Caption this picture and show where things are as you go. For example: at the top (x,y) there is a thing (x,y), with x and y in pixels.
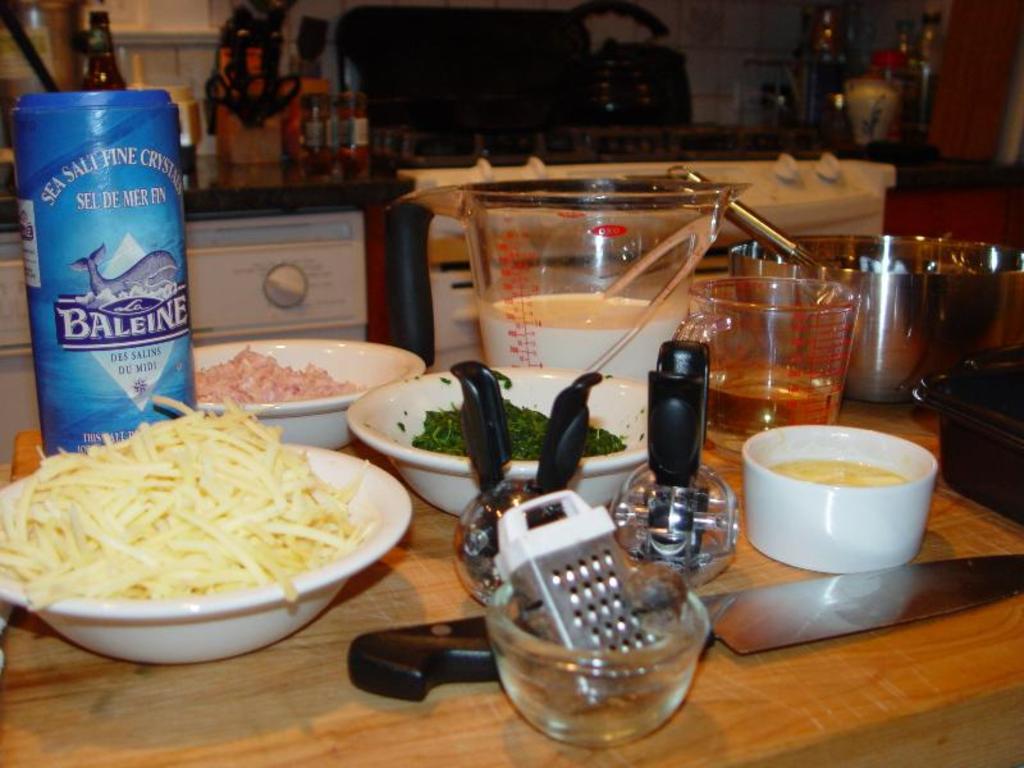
In this image there is food (213,559), bowl (815,247), knife (788,621), chop board (1001,543), glass (786,331), spoon (790,252), bottle (85,376), meat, leafy vegetables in the table (992,671) and in back ground (617,174) there is a stove (617,159), group of bottles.
